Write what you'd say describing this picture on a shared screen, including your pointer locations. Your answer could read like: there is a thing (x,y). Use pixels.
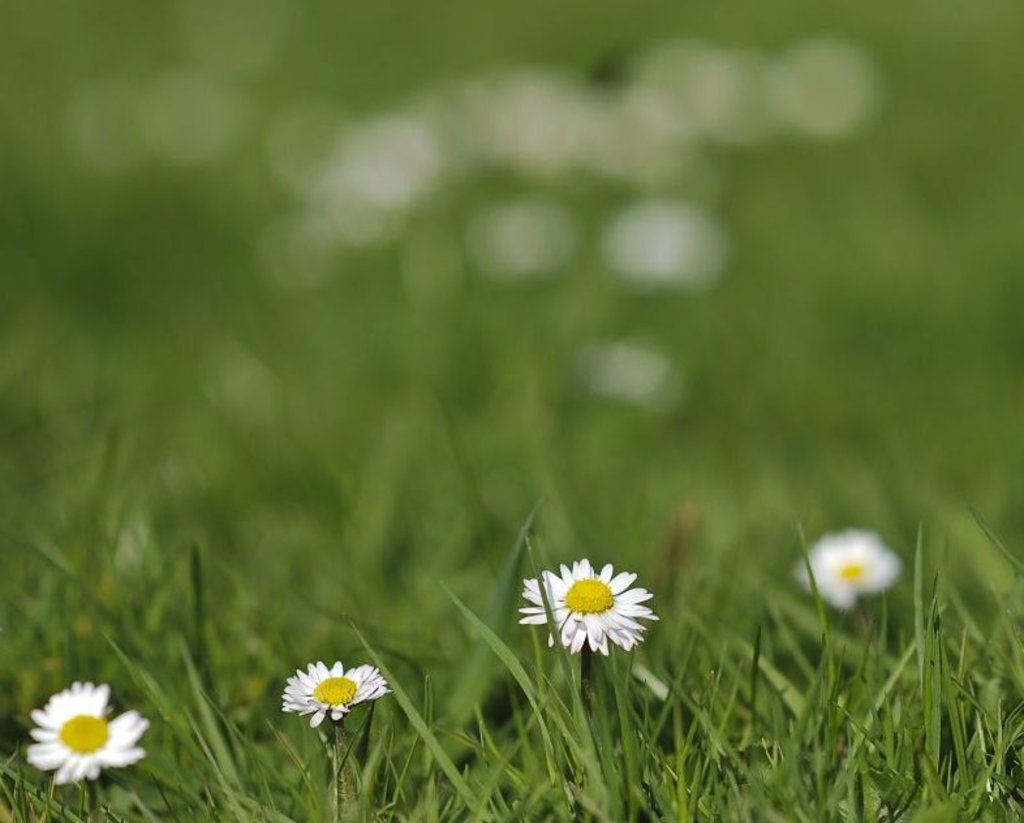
In this image we can see four flowers (853,565). In the foreground (501,775) we can see grass (510,754).
